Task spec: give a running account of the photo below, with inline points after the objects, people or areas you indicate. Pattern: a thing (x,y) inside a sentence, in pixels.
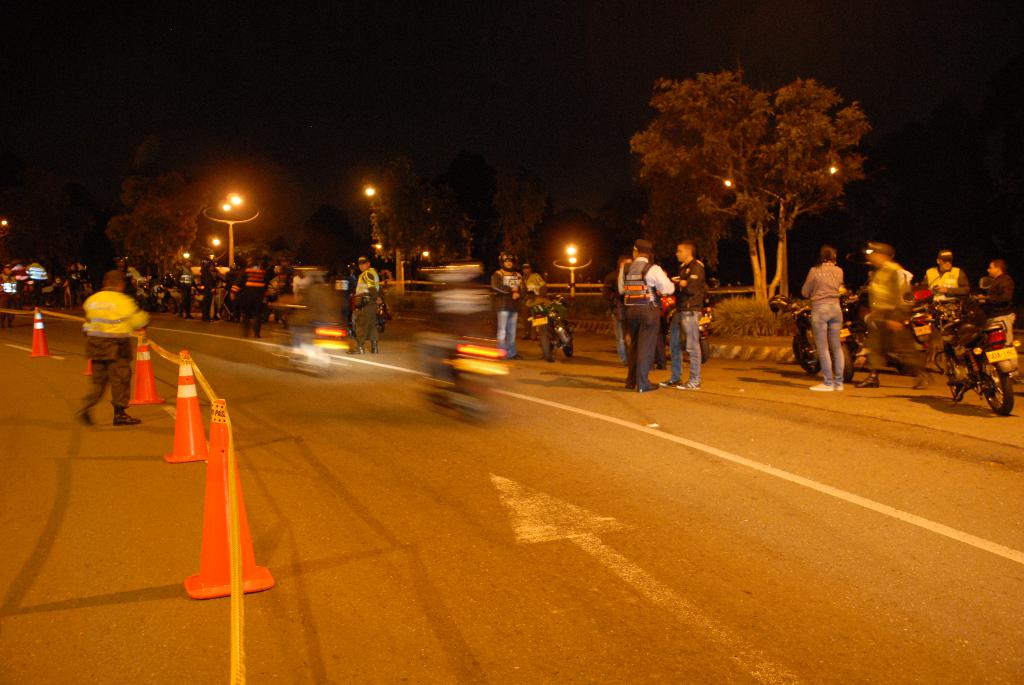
In this image we can see men (375,284) and bikes (570,345) are on the road (481,550). left side of the image (219,502) orange color road dividers (212,466) are there. Background of the image (152,238) trees (536,199) and lights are present.
